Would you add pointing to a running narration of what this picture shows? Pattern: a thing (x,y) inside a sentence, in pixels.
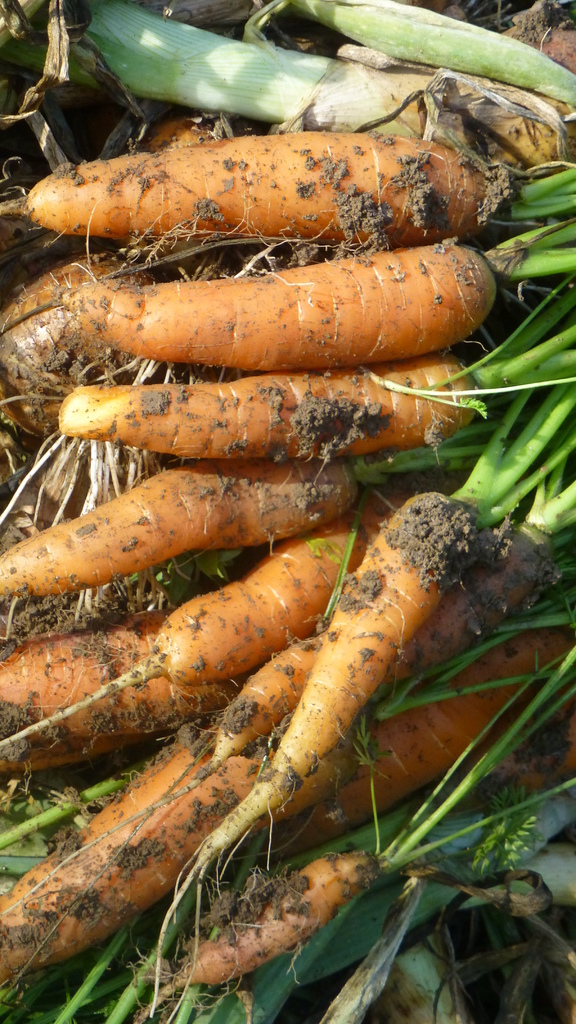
In the picture we can see some carrots (326,277) which are in the roots (138,459) and some mud particles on it.
